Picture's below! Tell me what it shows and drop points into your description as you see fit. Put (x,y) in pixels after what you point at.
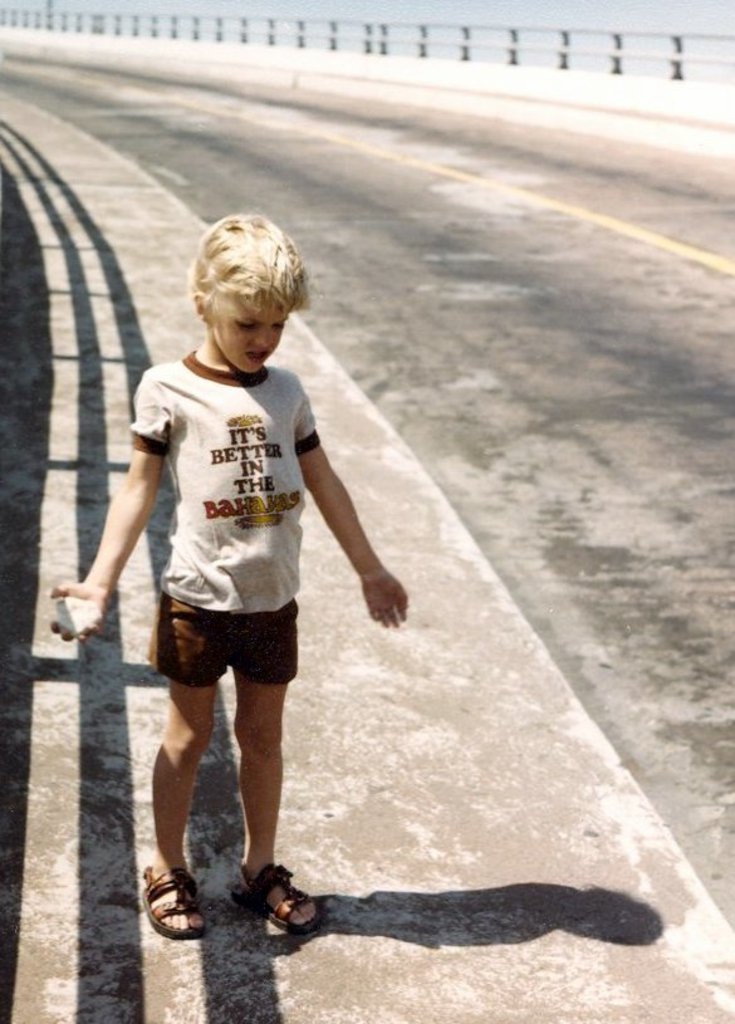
On the left side of this image (200,644) I can see a boy (235,558) on the road (536,626). He is wearing t-shirt (193,519), short (205,631), holding a stone (93,613) in the hand (99,601), standing and looking at the downwards. Beside the road (404,937) I can see the railing (562,51).
